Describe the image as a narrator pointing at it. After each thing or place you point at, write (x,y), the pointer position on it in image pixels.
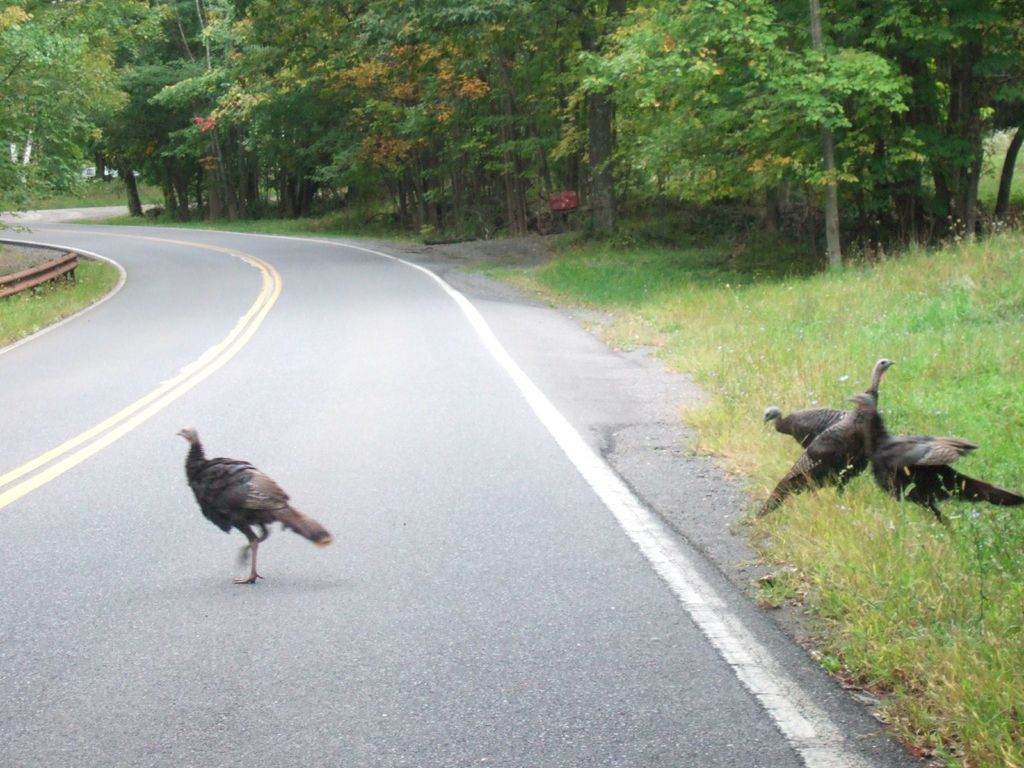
In this picture I can see birds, grass (999,547), road (377,480) and there are trees (535,163).
